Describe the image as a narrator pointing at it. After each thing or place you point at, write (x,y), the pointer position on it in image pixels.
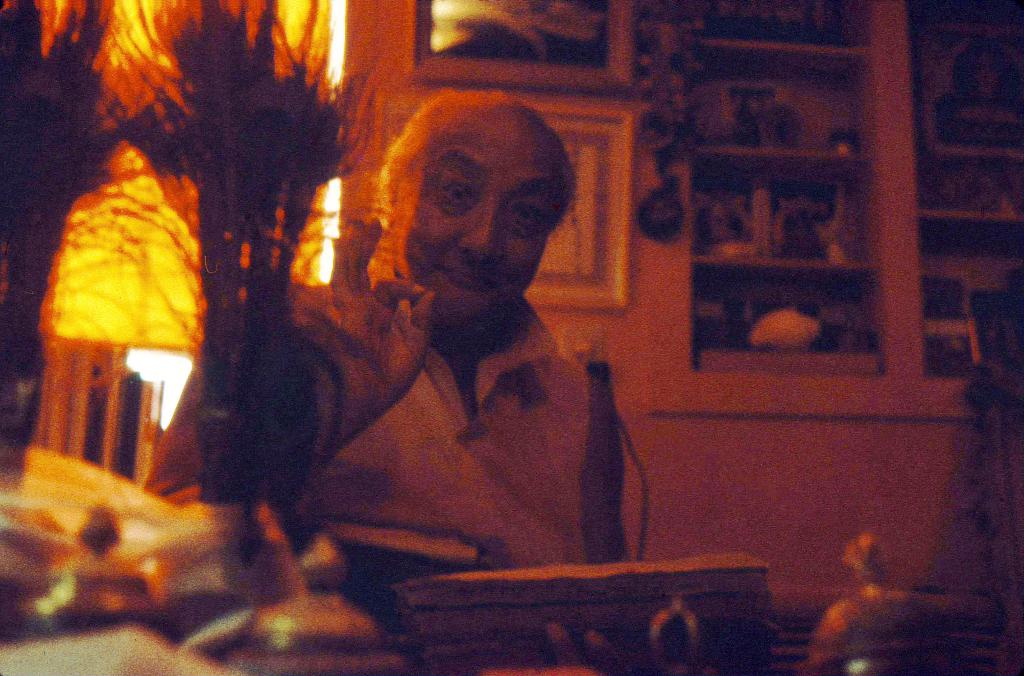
In this image, we can see a person (407,516) wearing clothes (412,485) and holding an object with his hand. There are photo frames (607,197) on the wall (667,241). There is a cupboard (667,380) in the top right of the image (923,159).
